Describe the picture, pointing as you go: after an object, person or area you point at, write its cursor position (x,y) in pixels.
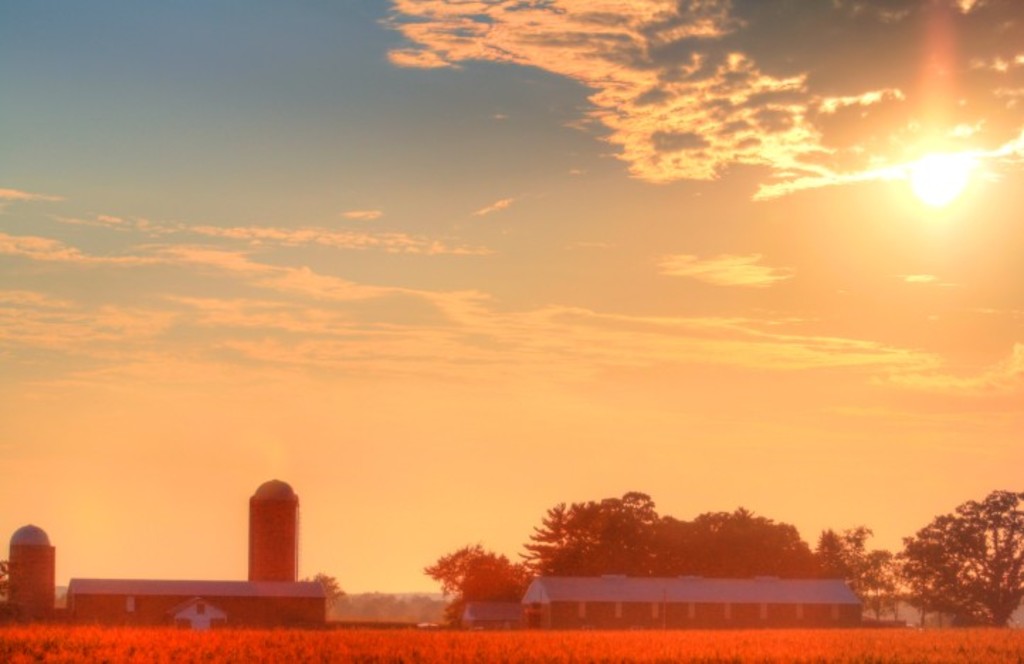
In this picture we can see grass (756,641) at the bottom (877,637) there is a building (731,593) in the background (745,588), we can see some trees (736,545) here, there is the sky (494,239) at the top of the picture (468,197), we can see the Sun (939,179) here.
